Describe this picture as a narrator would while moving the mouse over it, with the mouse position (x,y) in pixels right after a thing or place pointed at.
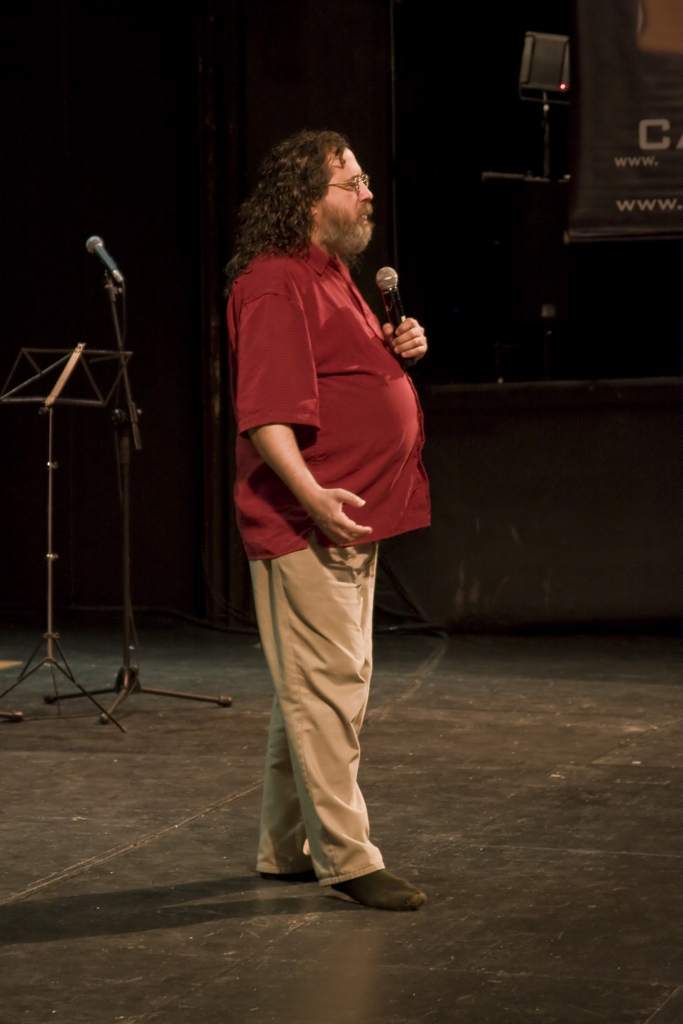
In this image there is a man (326,424) standing on the floor (365,763) by holding the mic (389,291). In the background (46,398) there is a stand (52,402) and a mic stand (116,319). On the right side (623,105) top there is a banner (609,101).
